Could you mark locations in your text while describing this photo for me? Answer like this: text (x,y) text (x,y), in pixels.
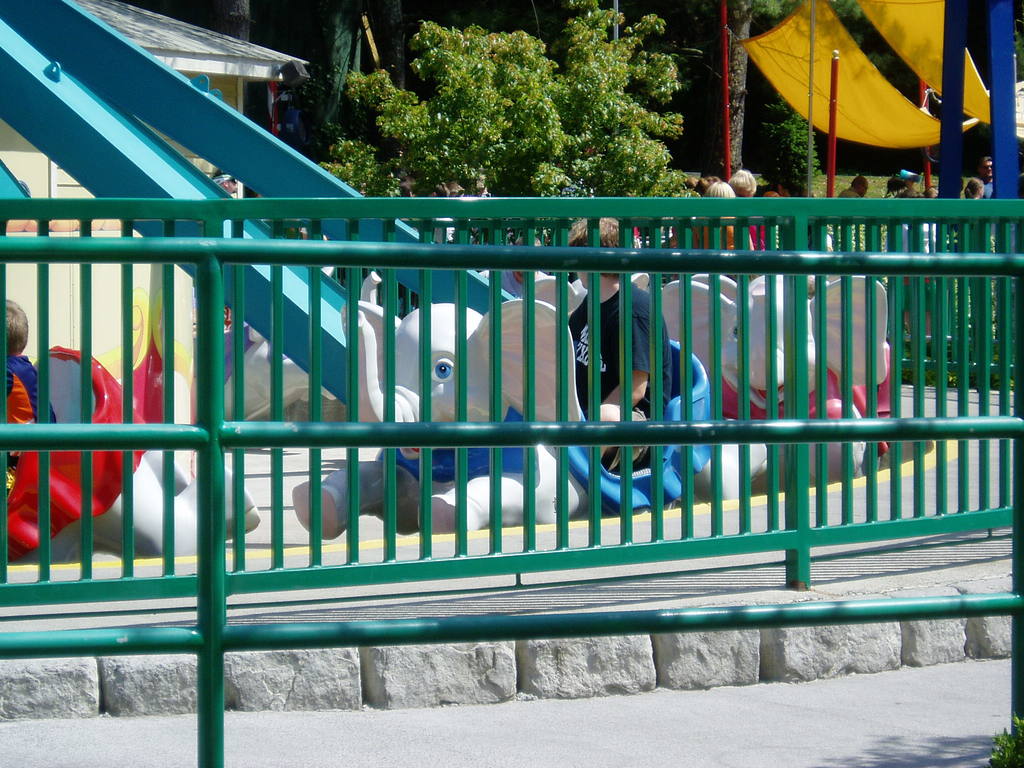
In this picture there is a boundary (712,382) in the center of the image (546,262) and there are trees (625,126) at the top side of the image (640,112), there are children (10,330) in the center of the image (552,306), on toy elephants (439,374) and there are other people (772,194) on the right side of the image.
